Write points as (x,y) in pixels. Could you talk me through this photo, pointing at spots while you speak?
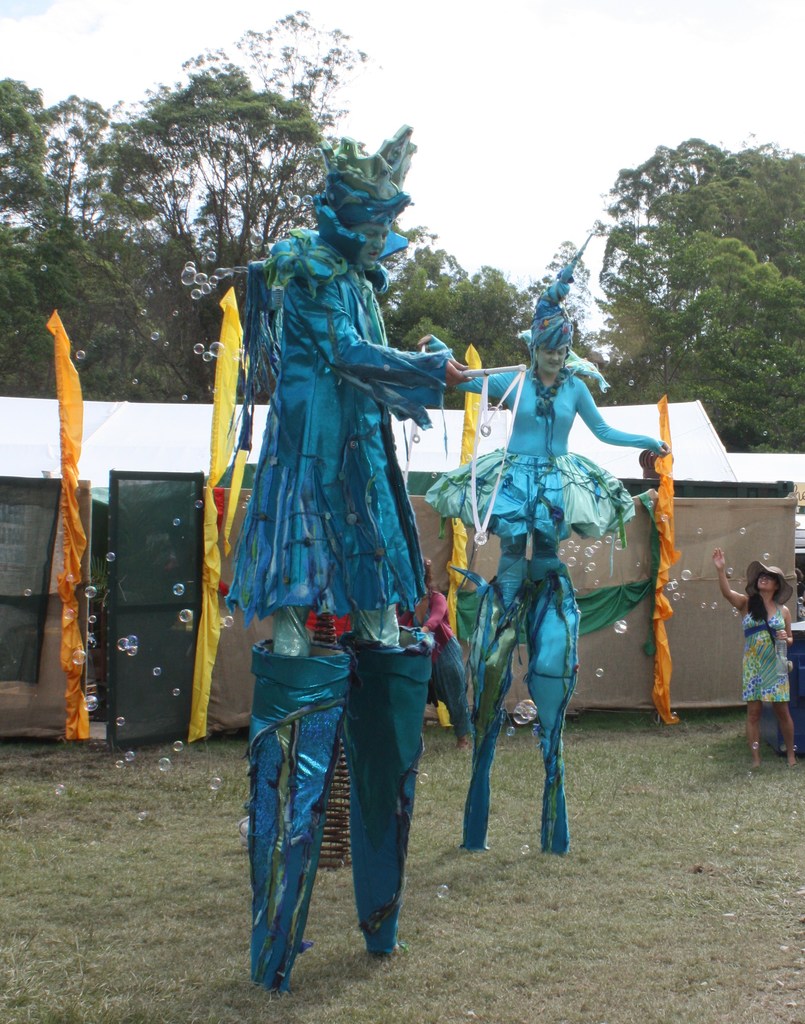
This image is taken outdoors. At the bottom of the image (122,884) there is a ground (412,921) with grass (560,888) on it. At the top of the image (348,63) there is a sky (306,44) with clouds (627,125). In the background (133,339) there are a few trees (402,289) and a few tents (164,442). In the middle of the image (327,353) there is a performer (264,329) and a woman (480,714) is standing on stilts (294,865). There are a few flags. On the right side of the image (790,752) a woman (751,701) is standing.
